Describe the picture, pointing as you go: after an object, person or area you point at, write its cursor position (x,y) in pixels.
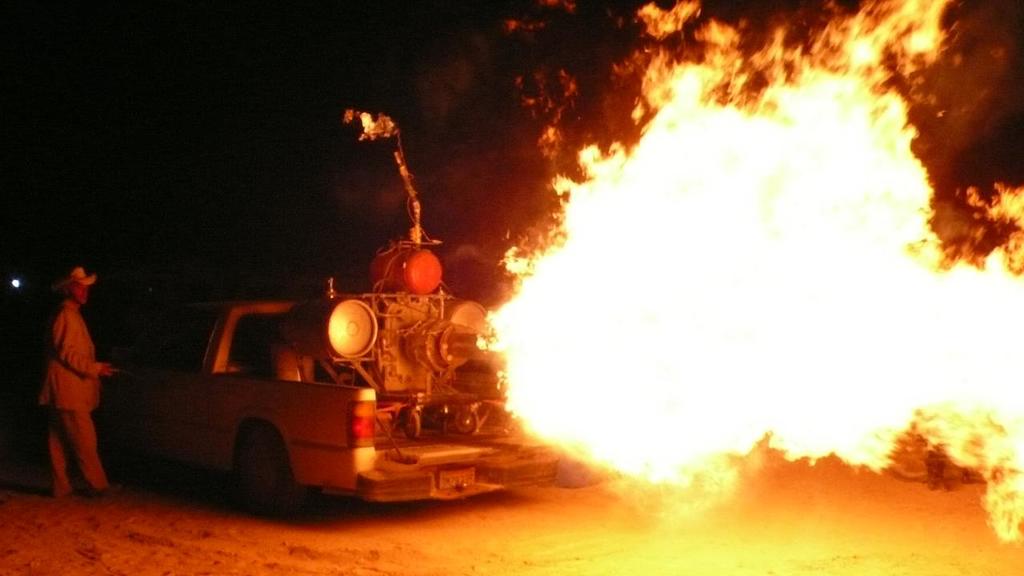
There is a person (70,349) in a suit (60,339) standing on the ground (120,499) near a vehicle (462,475). There is an object (428,352) on the truck (407,445) of this vehicle (407,445) is emitting fire (544,292). And the background (175,75) is dark in color.
